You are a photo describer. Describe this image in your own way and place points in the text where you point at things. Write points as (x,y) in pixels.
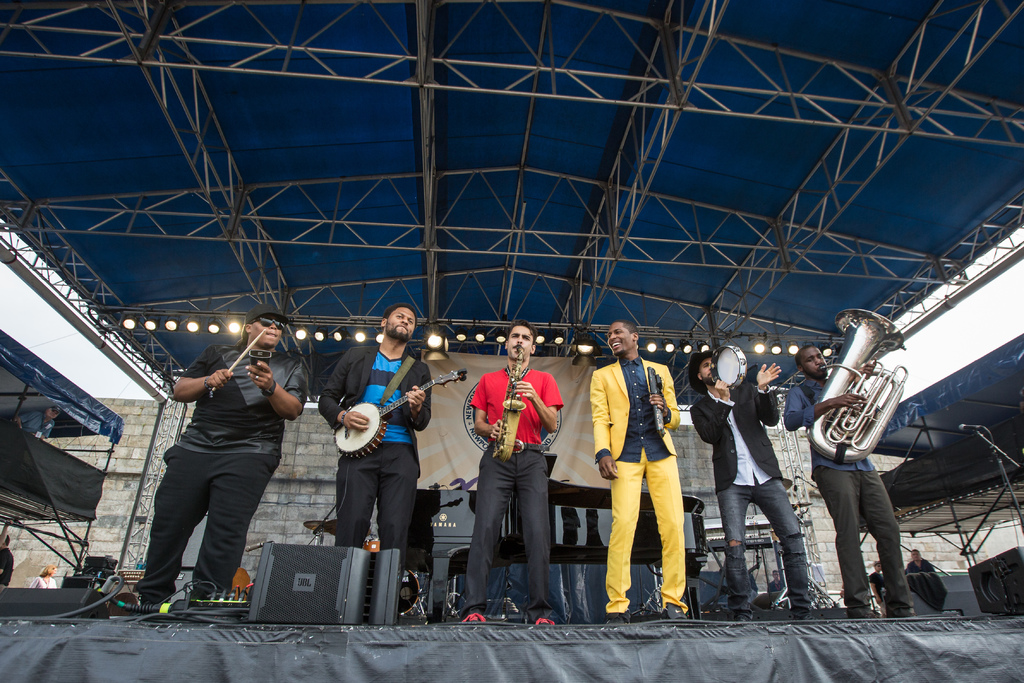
There are six men (616,543) on the stage (167,641) performing by playing musical instruments (661,417), In the background (434,494) there is a wall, few people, musical instruments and a banner (456,433).
